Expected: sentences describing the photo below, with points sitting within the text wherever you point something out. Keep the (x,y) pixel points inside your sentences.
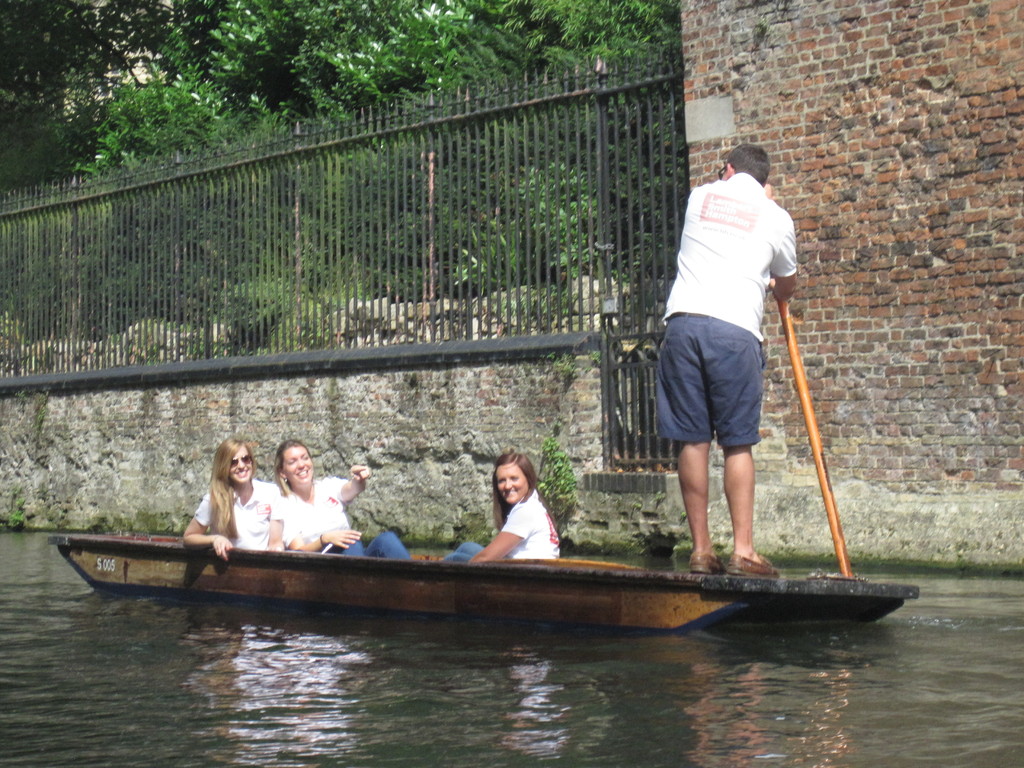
In this image there is a wall (930,273) truncated towards the right of the image (929,287), there are trees (419,64), there are trees (60,145) truncated towards the left of the image (30,49), there is a fencing (313,227), there is a lake (556,637), there is a boat (373,562), there are four persons (514,513) on the boat (703,582), there are persons (705,352) holding objects (782,304), there is a person (723,246) rowing a boat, there are plants (567,481).
